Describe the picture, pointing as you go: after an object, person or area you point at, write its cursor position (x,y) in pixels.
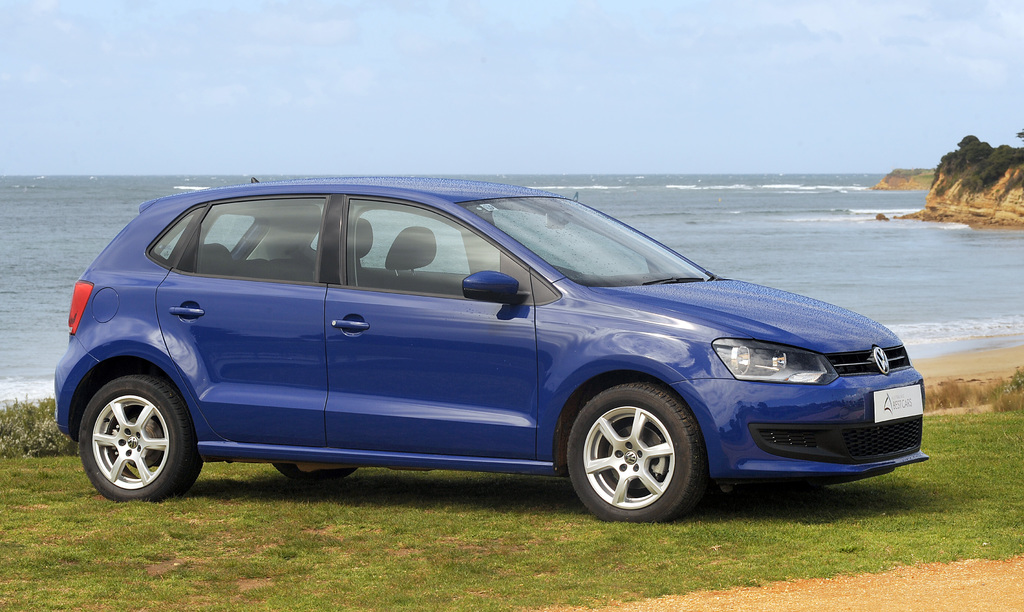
In this image I can see the grass (280,556). I can see a car (505,340). In the background (702,188), I can see the water (96,201) and clouds (257,75) in the sky (420,47).
